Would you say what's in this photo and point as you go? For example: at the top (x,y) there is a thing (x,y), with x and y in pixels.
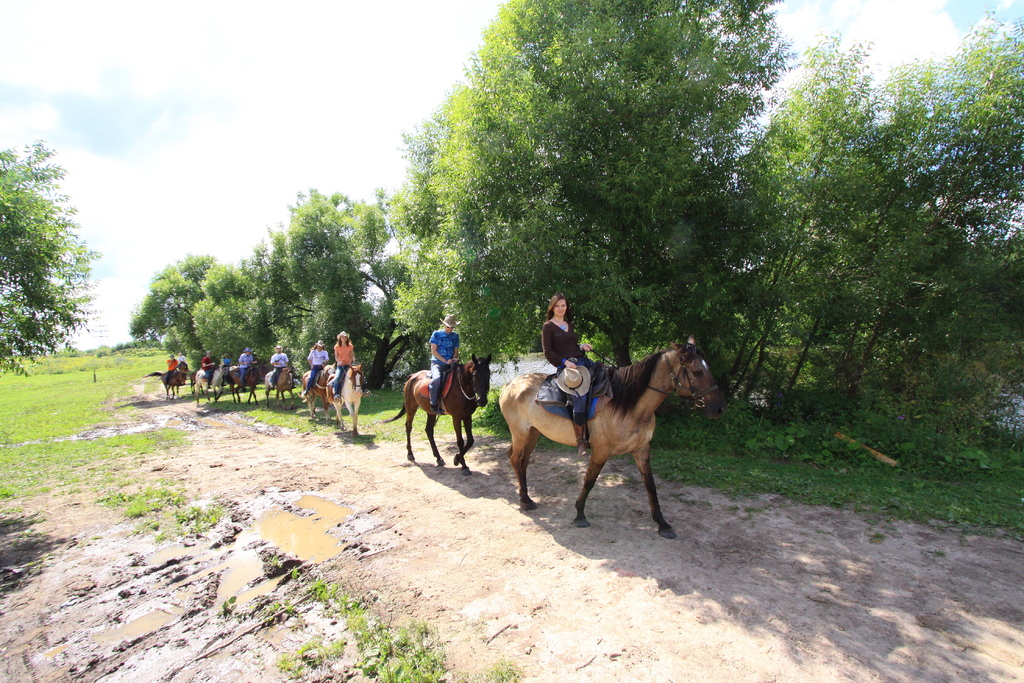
In this image we can see people (248,353) sitting on horses (405,407) and riding. On the ground (247,548) there is mud (217,568) with water (235,565). Also there's grass (71,392) on the ground (71,382). And there are trees (582,242). In the background (326,129) there is sky (326,129) with clouds (251,128).
